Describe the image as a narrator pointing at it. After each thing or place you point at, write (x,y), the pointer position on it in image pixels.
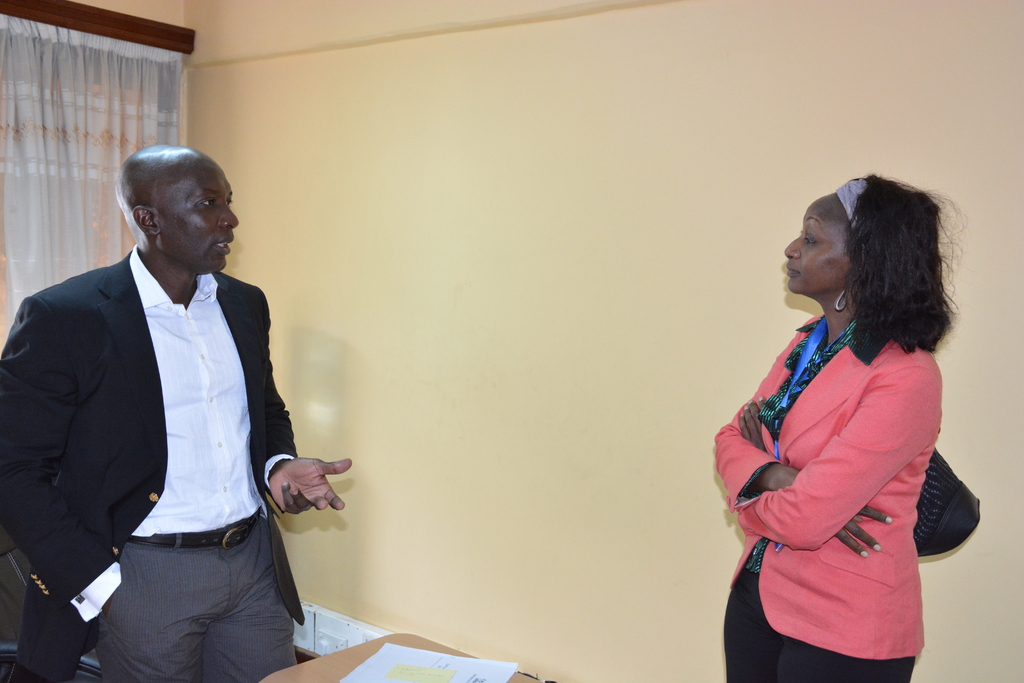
In this image we can see two persons (182,261) standing. One person (184,492) is wearing a black coat (97,358) with white shirt (225,472). One woman (796,459) is wearing a pink coat (883,410). In the background (21,80), we can see the curtains (77,171) and a table (355,655) with paper (420,668) on it.
